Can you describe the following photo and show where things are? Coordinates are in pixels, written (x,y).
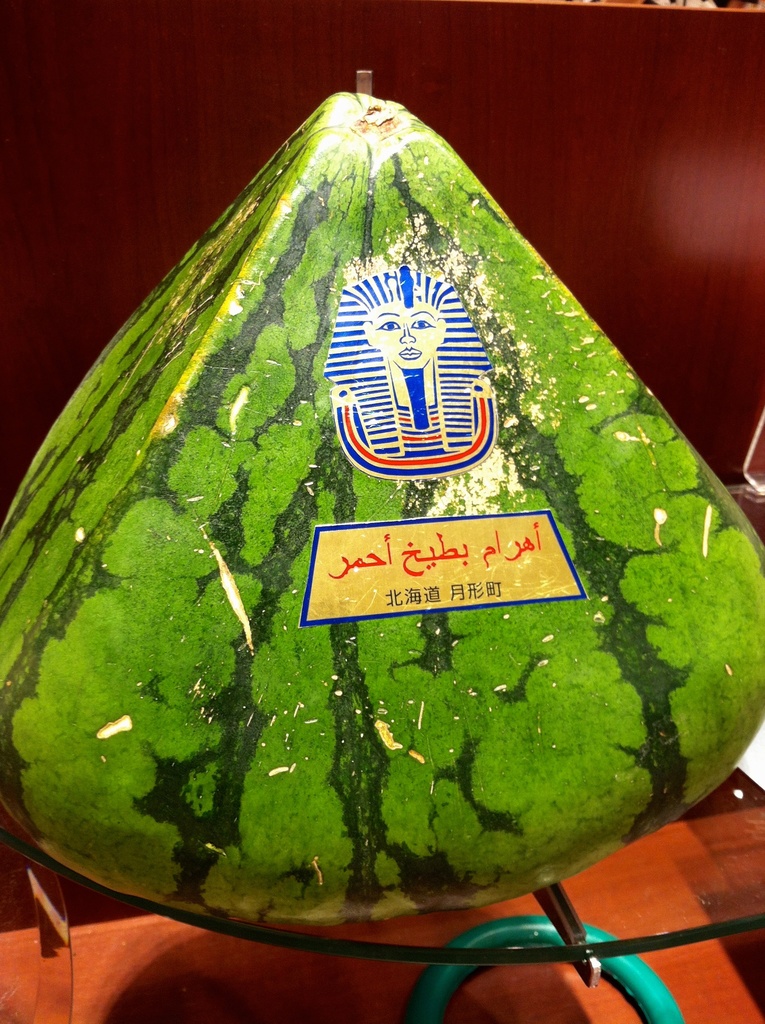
Here I can see a watermelon (215,430) which is placed on a glass (688,912). Under the glass (639,893) there is a wooden object (112,974). The background (663,244) is blurred.
